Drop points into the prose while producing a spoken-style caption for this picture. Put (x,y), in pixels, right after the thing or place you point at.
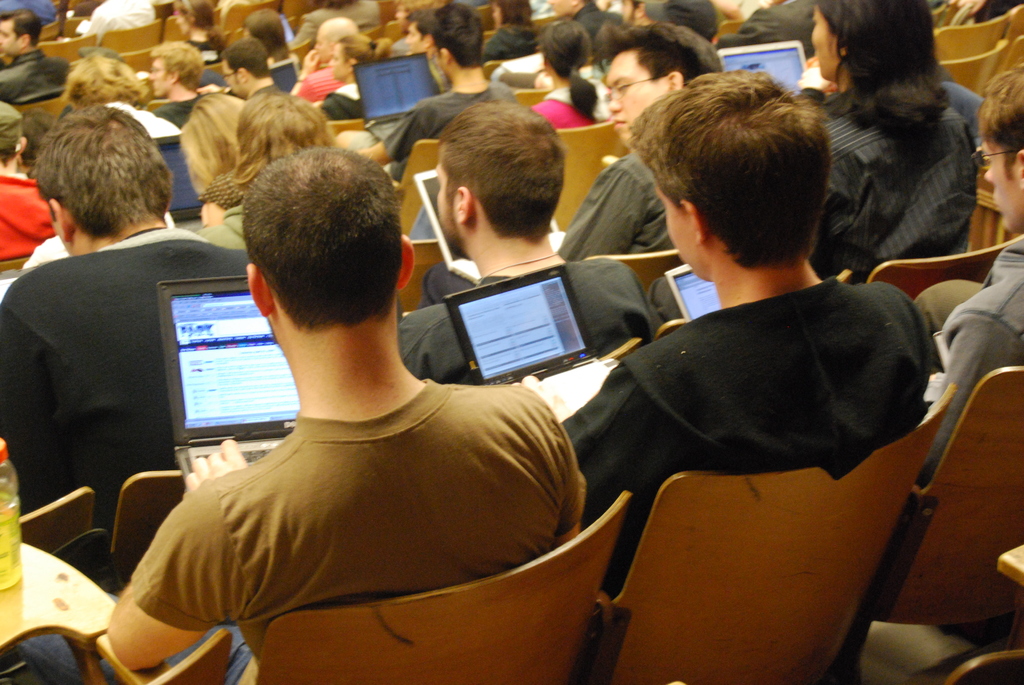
In this image we can see people (487,267) sitting on the chairs (806,504) and there are laptops (520,356).
